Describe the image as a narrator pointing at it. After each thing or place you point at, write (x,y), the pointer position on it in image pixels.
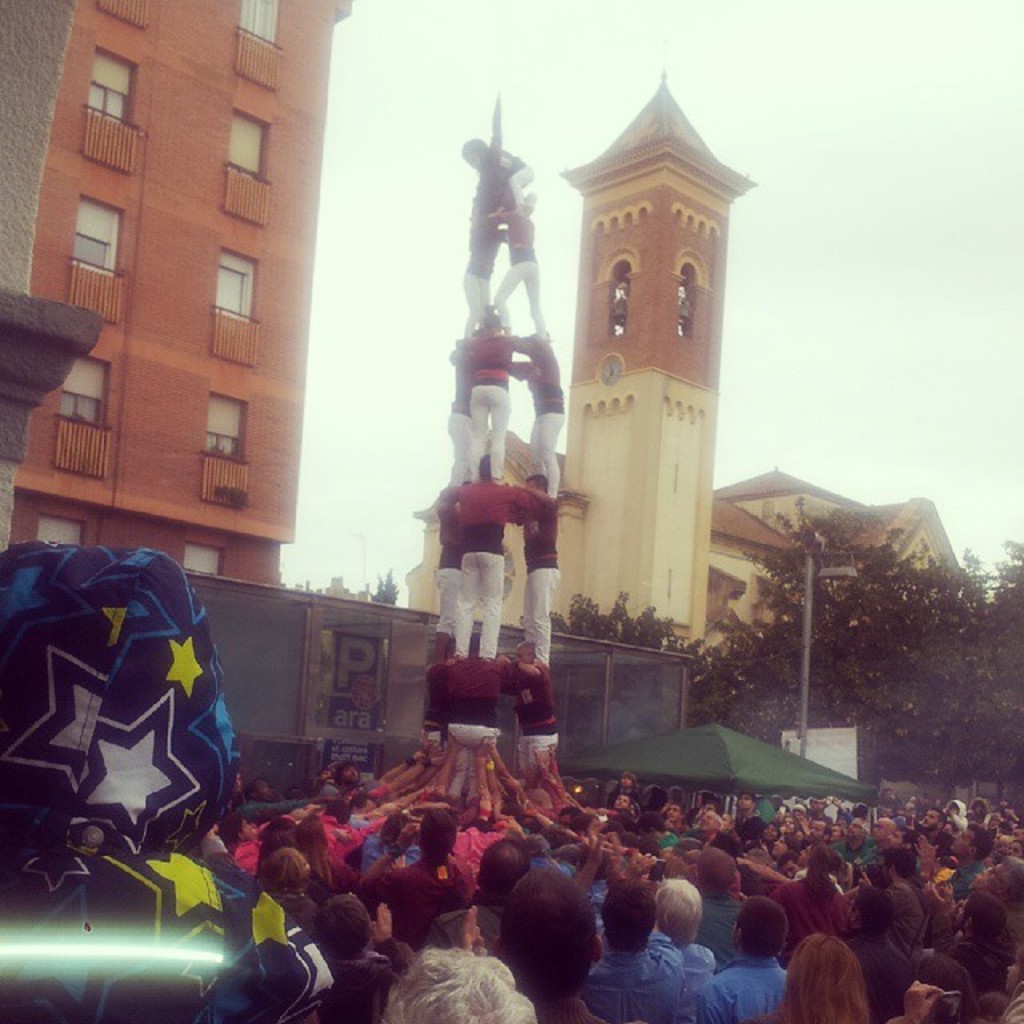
Few men (476,539) are standing in the shape of a pyramid, on the left side (197,303) there is a building (173,353), at the bottom (609,880) many people (807,909) are standing and watching this.
